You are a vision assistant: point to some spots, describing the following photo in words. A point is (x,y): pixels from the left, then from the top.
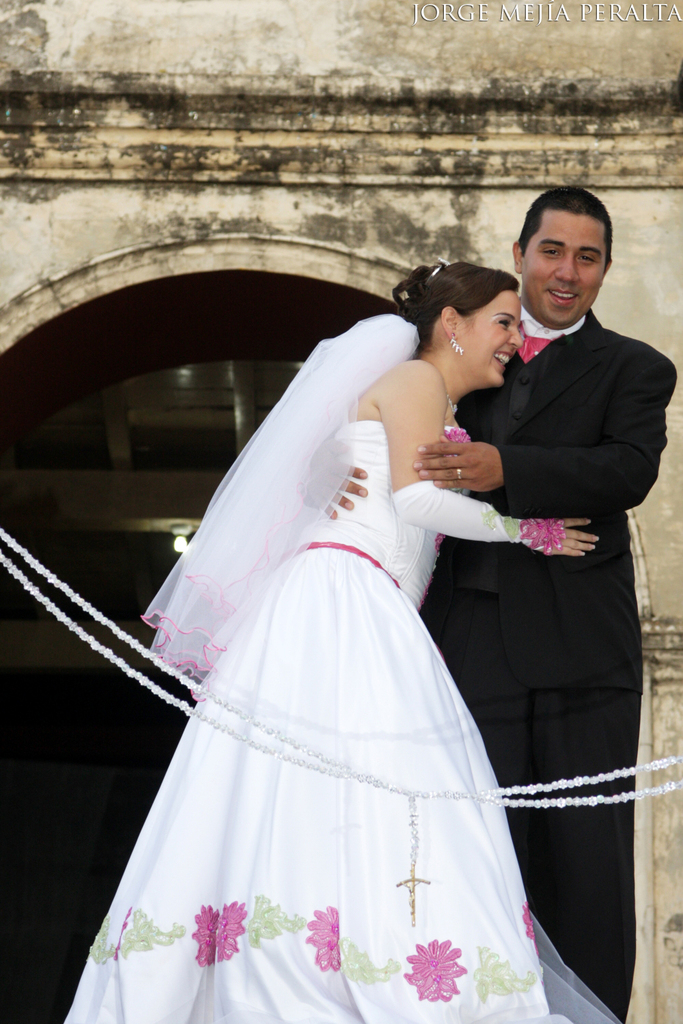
In the image in the center (337,531), we can see two persons (435,551) are standing and they are smiling, which we can see on their faces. In the background (441,196) there is a building (118,142), wall (84,142), roof (169,515), light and watermark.
